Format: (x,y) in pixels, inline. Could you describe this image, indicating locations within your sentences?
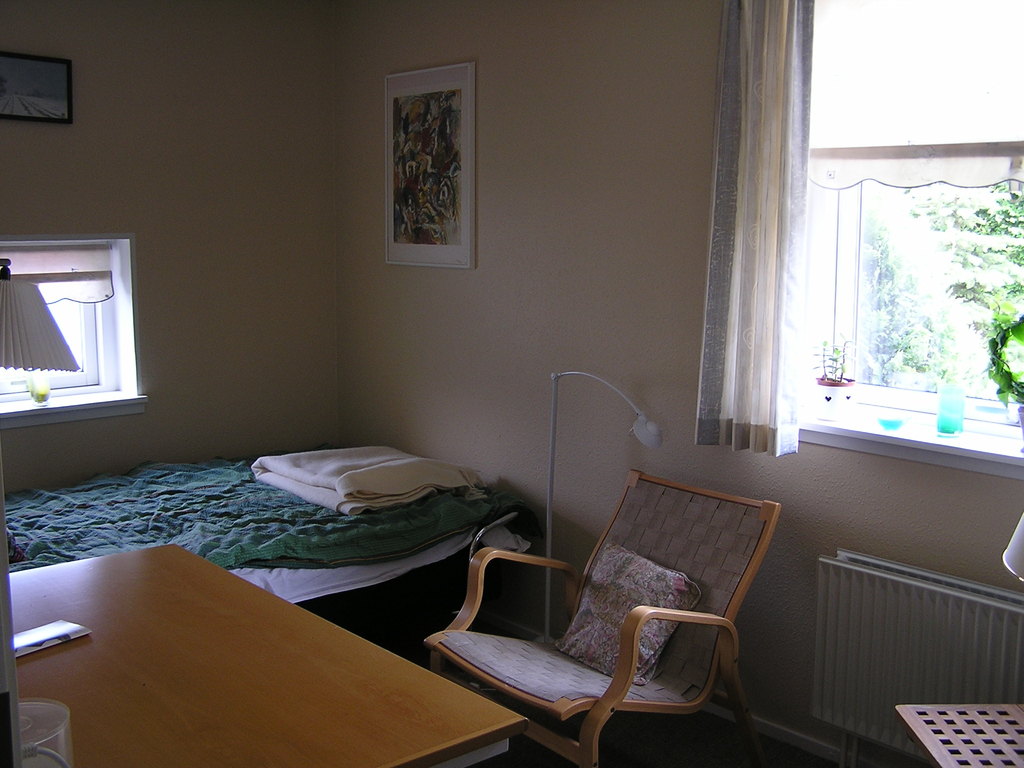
On the bottom (528,693) there is a wooden chair (581,581) near to the bed (388,555). On the bottom left corner (39,636) we can see glass (48,744) and paper (56,625) on the table (124,663). On the right (971,209), through the window (872,318) we can see trees (940,246) and plants (1008,344). Here we can see painting (429,194) on the wall (486,192). On the top left corner (49,63) there is a frame (62,88).
